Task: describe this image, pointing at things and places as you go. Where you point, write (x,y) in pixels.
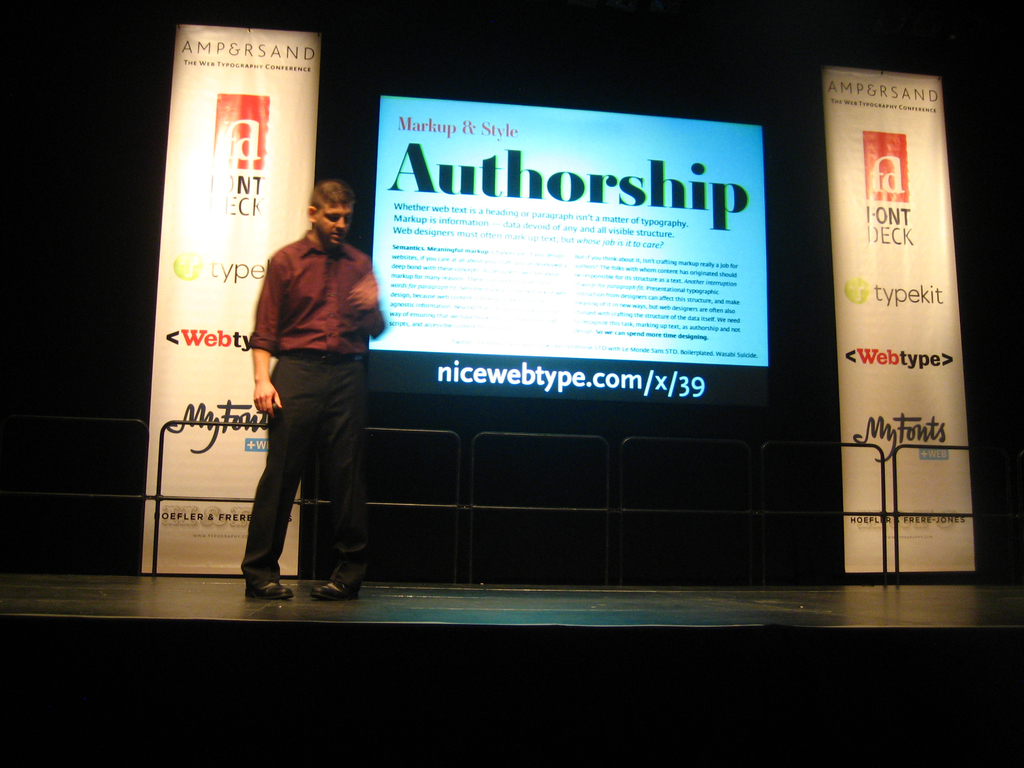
As we can see in the image there is a screen (529,272), banner (205,546) and a person (342,371) standing in the front (318,388).
